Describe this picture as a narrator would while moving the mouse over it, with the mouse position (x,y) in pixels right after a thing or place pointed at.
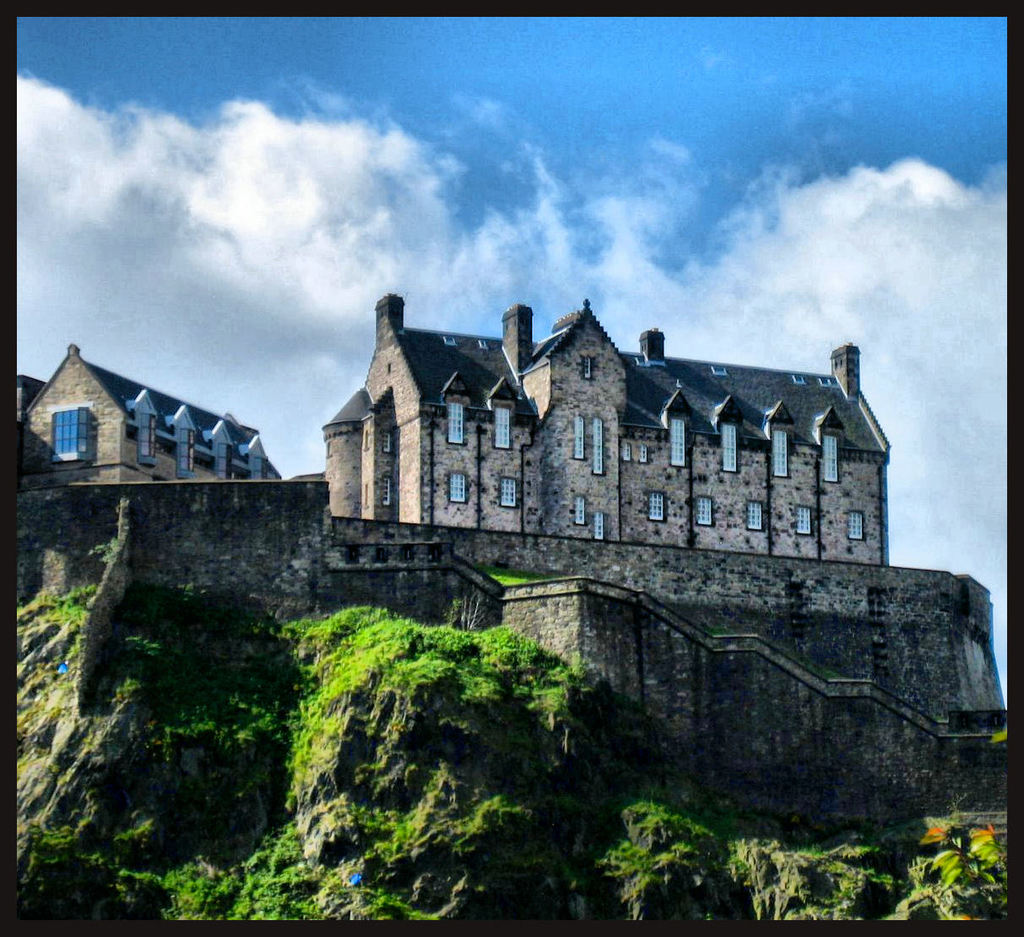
This image consists of a building (488,491) along with windows (578,515) and doors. At the bottom (354,813), there are mountains (480,755). At the top (338,169), there are clouds (224,219) in the sky (160,275).
